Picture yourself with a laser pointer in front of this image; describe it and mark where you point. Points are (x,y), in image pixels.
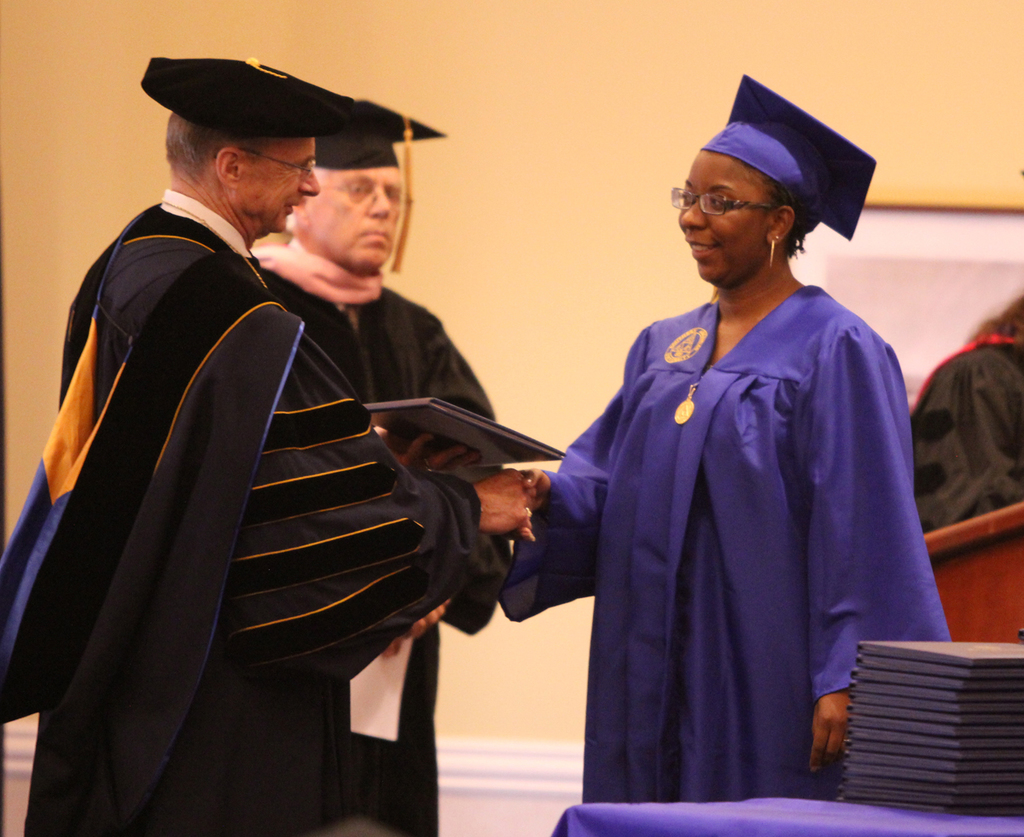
In this image, we can see people (445,479) wearing coats (211,291) and hats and we can see some books (895,727) placed on the table (680,820) and there is a wall (562,84).
